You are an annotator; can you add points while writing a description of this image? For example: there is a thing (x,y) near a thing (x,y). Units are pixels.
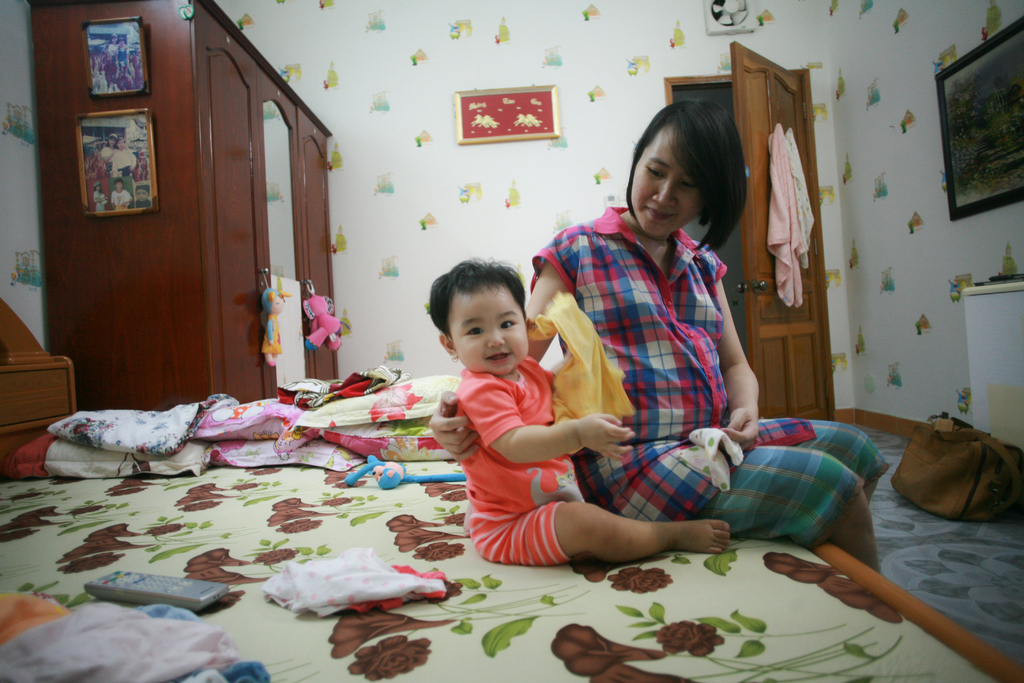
As we can see in the image there is a white color wall (456,59), photo frame (512,95), door (808,291), cloth (797,196), almirah (254,238), mirror (279,209) and a girl (660,294) and child (530,379) sitting on bed (263,547). On bed (162,519) there is a remote (146,581) and pillows (246,418).
